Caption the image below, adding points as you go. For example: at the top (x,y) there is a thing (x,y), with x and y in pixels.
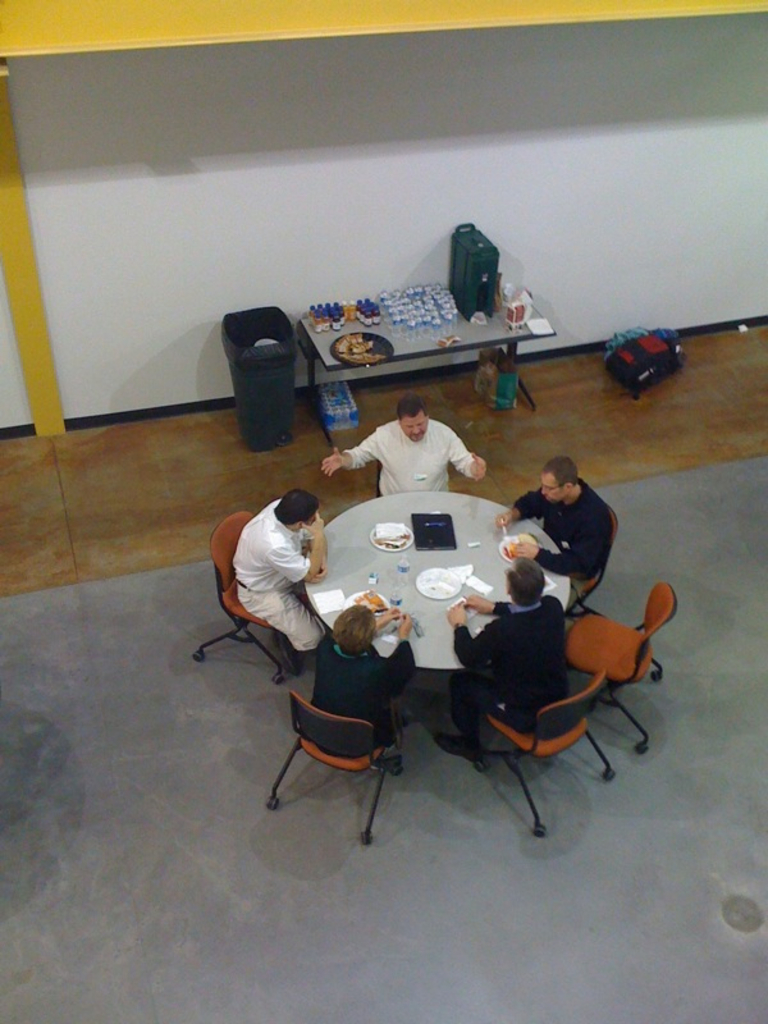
As we can see in the image its a top view of the room (422,746) where people (377,451) are sitting on the chair (587,699) at the table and they are looking at each other and beside them there is another table (316,350) on which there are bottles (369,303) and food (366,361) kept on it and the wall (441,113) next to the table (309,339) is in white colour and beside the table (319,339) there is a dustbin (274,403).
